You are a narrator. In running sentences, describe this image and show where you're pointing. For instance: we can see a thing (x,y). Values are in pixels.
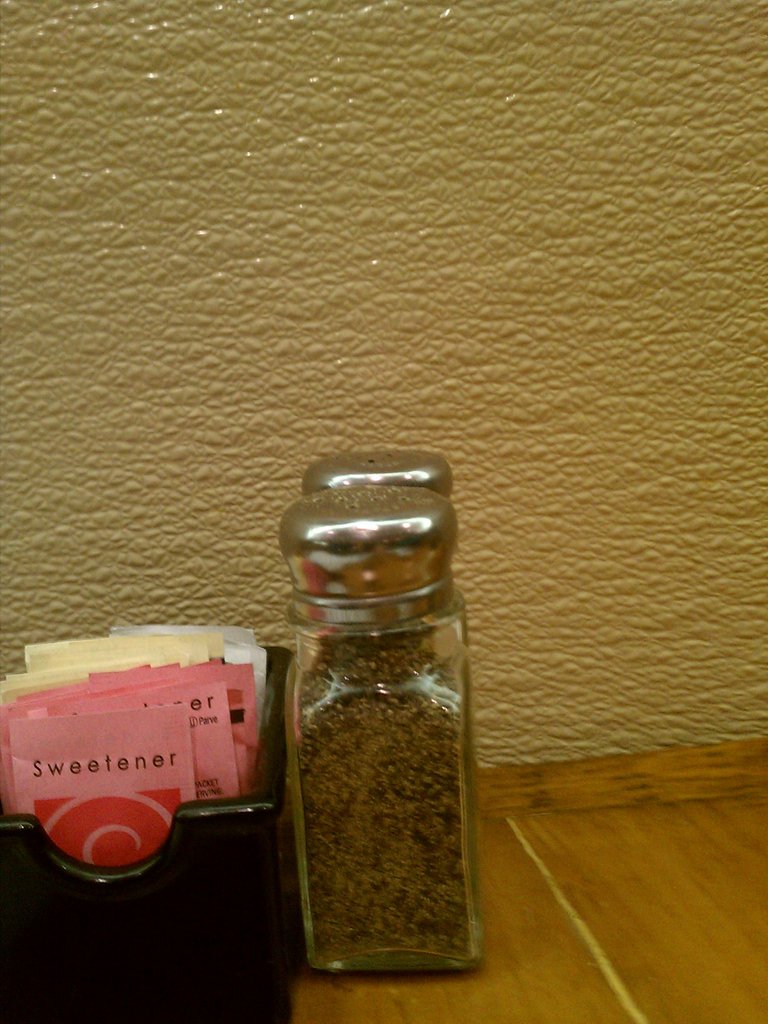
In the center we can see the table (510,765), on table (557,876) there is a bottle (318,868), papers (206,757). In the background (412,156) we can see the wall (278,300).
